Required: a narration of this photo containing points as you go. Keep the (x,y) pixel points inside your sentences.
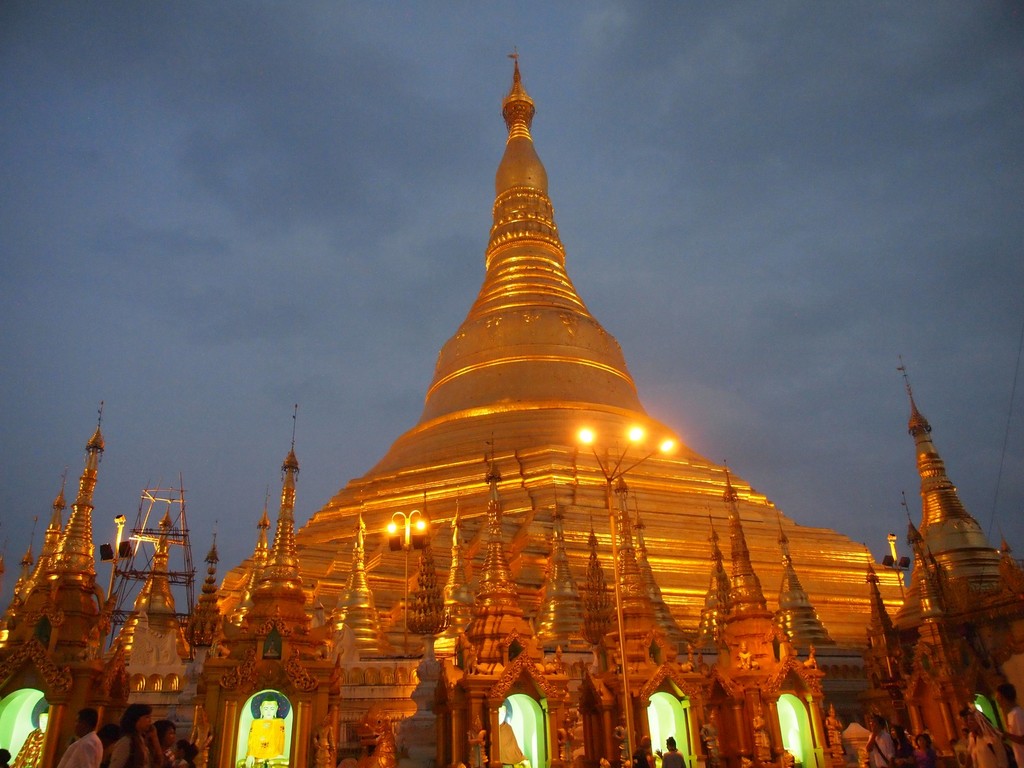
In this image I can see a building (516,436) which is in orange and yellow color. I can see lights (641,442) and few people (992,727). The sky (794,193) is in blue and white color.
